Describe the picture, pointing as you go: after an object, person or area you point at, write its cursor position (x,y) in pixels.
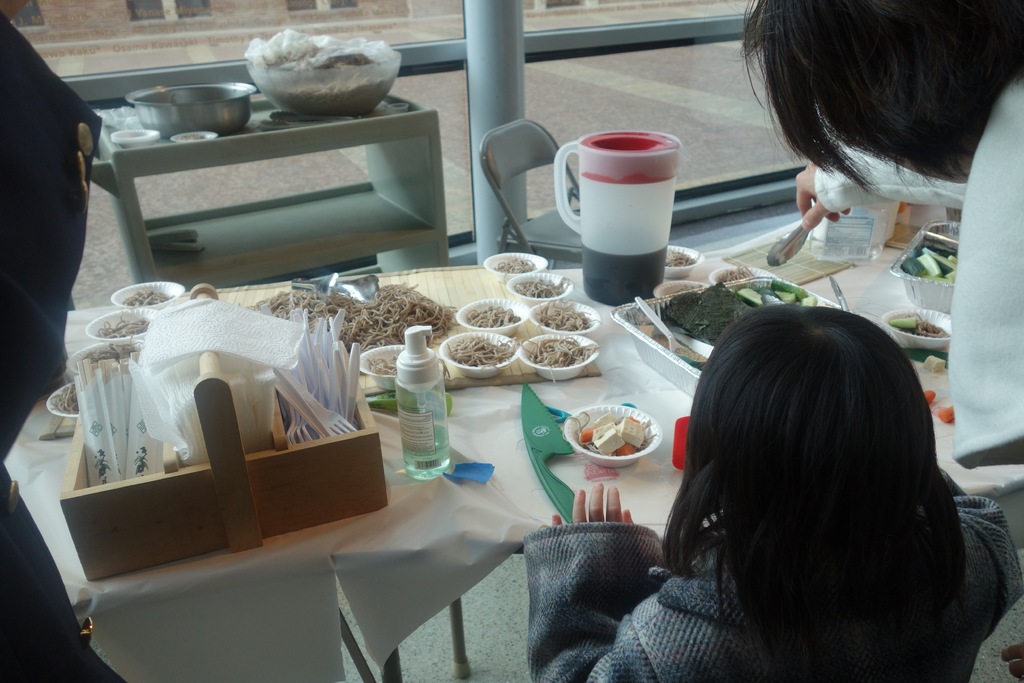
There is a girl (739,599) sitting at the dining table (73,320) where there is food (906,324) served and tray (130,479) of tissues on it. On the other side there is other woman (1022,154) serving food (754,290) to the girl (793,595).
